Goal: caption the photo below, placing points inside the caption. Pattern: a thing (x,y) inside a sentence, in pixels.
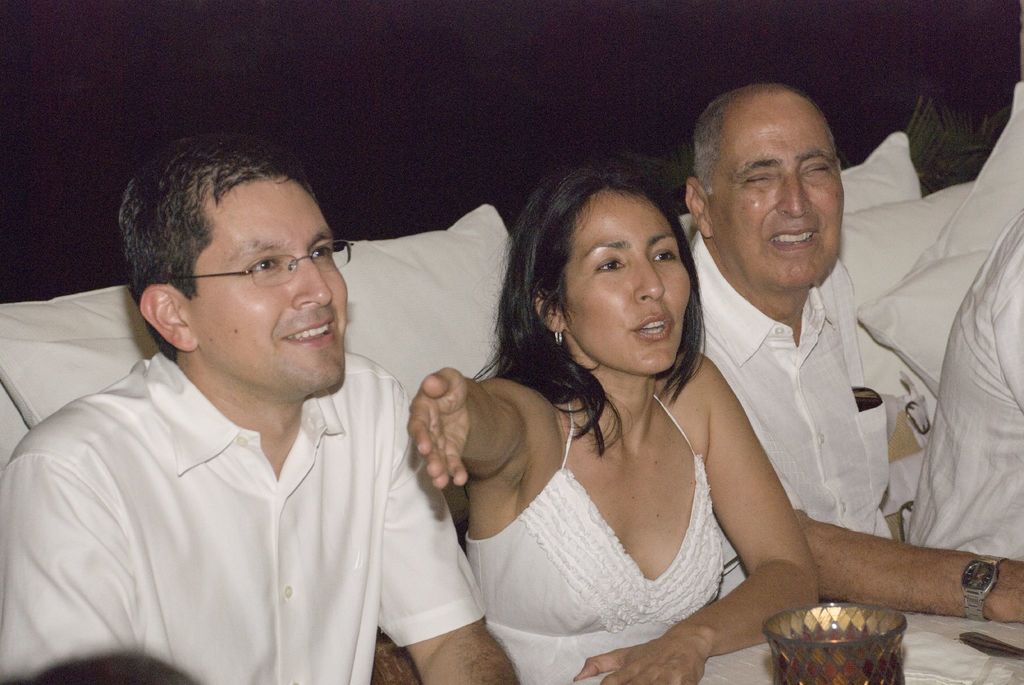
In this image we can see few persons (725,447). Behind the persons (528,339) we can see cushions (859,203). In front of the persons (759,589) we can see an object (851,630) looks like a bowl (851,630). The background of the image (875,18) is dark.
